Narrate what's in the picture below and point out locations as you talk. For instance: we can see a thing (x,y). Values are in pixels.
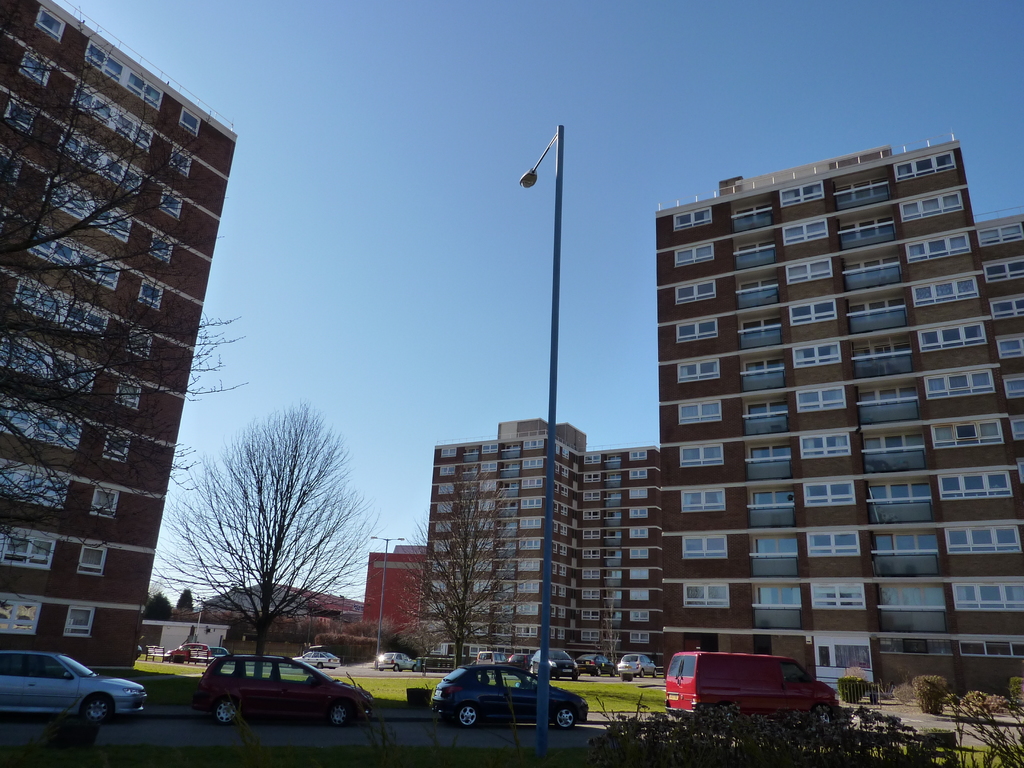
This picture describe about the view of the roadside (144,667). In front (498,685) we can see three car (479,689) park on the road (265,727). In front bottom side of the image (551,515) we can see big street pole (545,727). In the background (757,377) we can see brown color buildings (712,524) with white color window glasses (757,540). On the left (27,636) we see another brown building (140,499) with windows (104,563) and dry tree (259,626).
